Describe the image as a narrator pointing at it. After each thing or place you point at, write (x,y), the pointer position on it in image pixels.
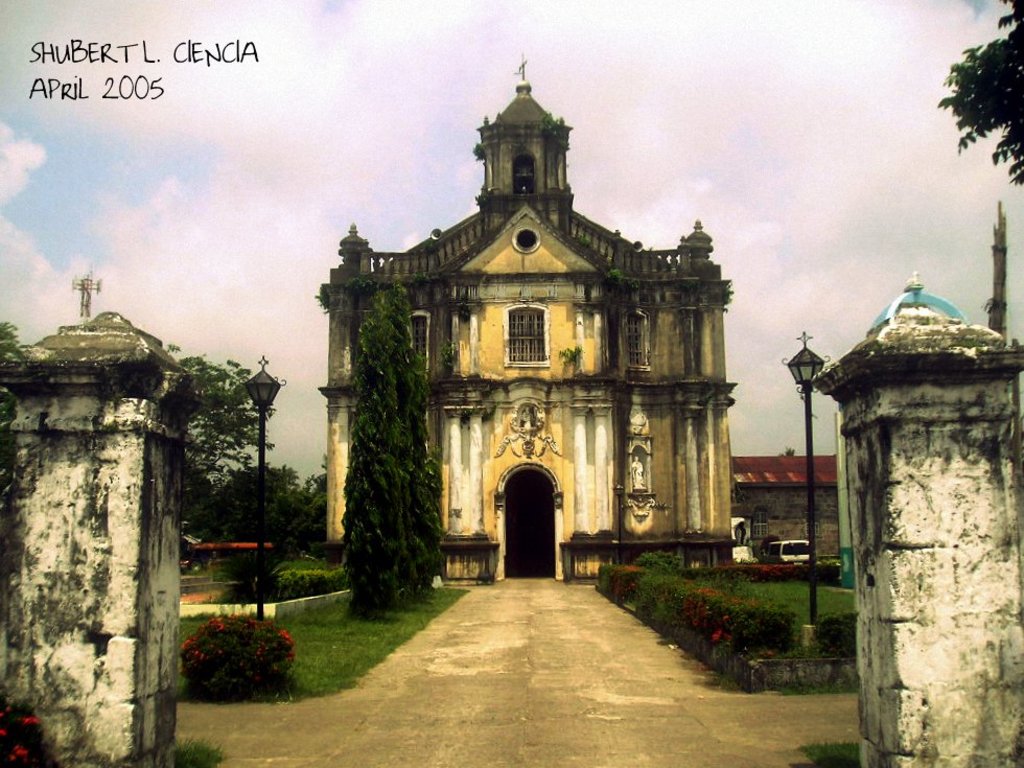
This picture shows a building (654,310) and we see trees (212,484) and a couple of pole lights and a vehicle (775,547) parked and we see grass (822,587) on the ground (666,669) and few plants (699,615) and a tower (86,275) and we see a cloudy sky (461,143) and text (139,97) on the top left corner (40,40).
